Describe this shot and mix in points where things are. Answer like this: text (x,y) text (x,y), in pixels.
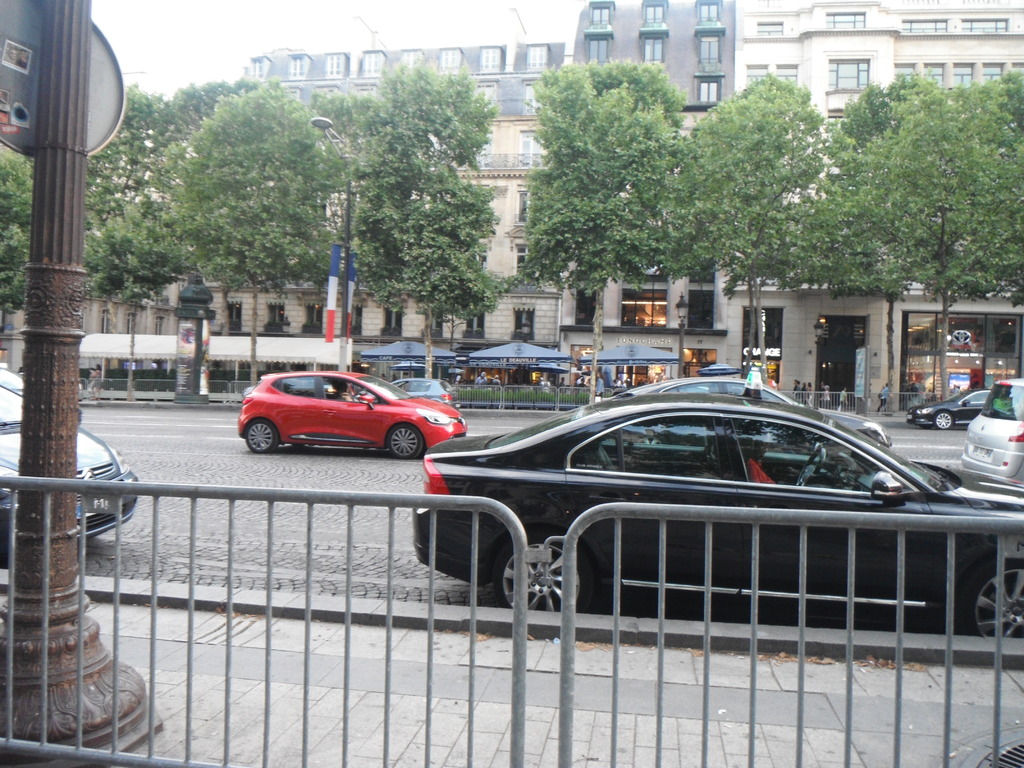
In the image there are few cars (657,478) going on the road (150,457), on either side of it there is fence (798,656), in the back (590,19) there is building (882,14) with trees (690,202) in front of it and people (802,388) walking on the footpath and above its sky (193,18).
